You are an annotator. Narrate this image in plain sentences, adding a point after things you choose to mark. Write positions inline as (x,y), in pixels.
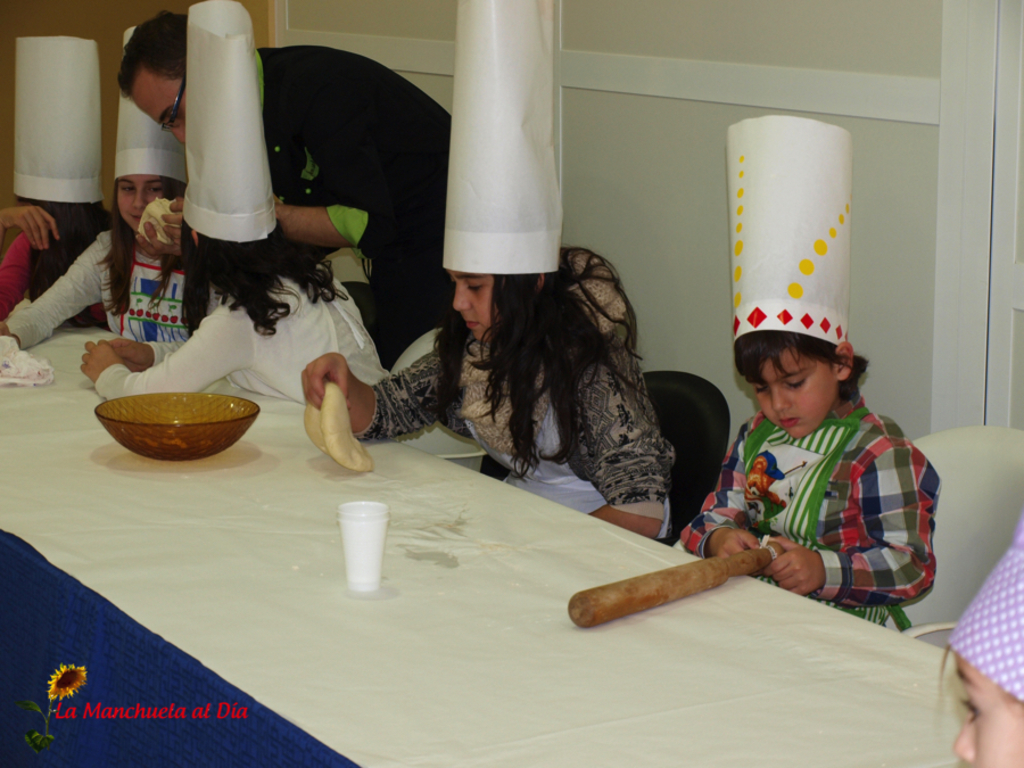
in the picture we can see different children (350,320) are wearing a cap (818,315) and sitting, holding some equipment (601,609) which are on the table (476,554) in front of them. we can also see a bowl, a glass (354,539) and a stick (643,580) on the table (672,563).
